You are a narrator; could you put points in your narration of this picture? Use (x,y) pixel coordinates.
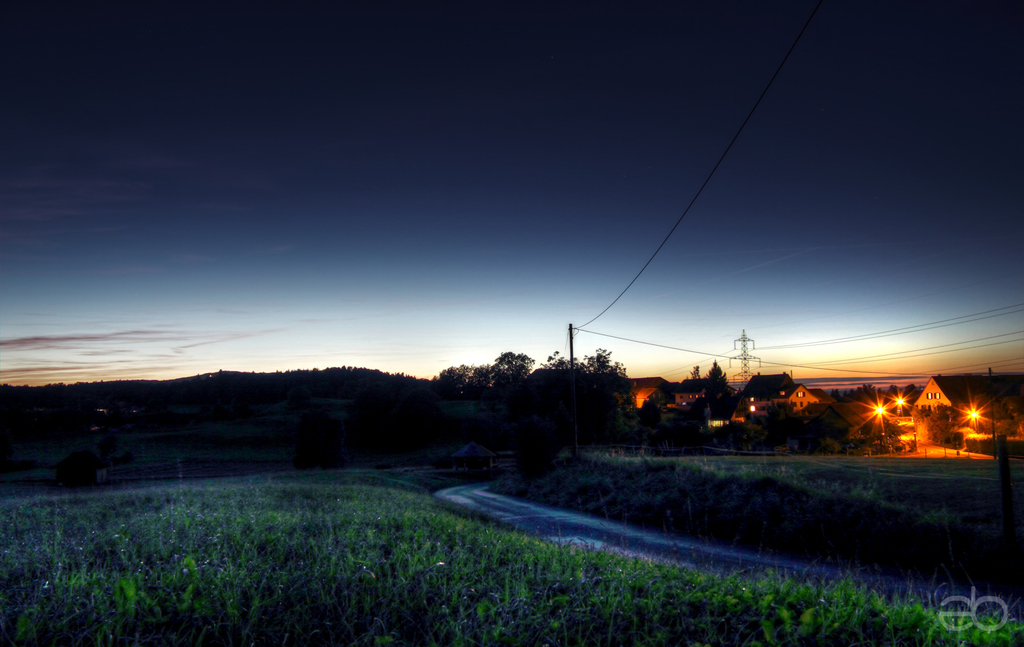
In this image in the center (482,424) there are trees (760,426) houses (678,399) poles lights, and at the bottom (686,558) there is a walkway (452,492) and some plants (689,526) and also there is a tower (739,345) and some wires (735,358). At the top (616,157) there is sky (531,254).
